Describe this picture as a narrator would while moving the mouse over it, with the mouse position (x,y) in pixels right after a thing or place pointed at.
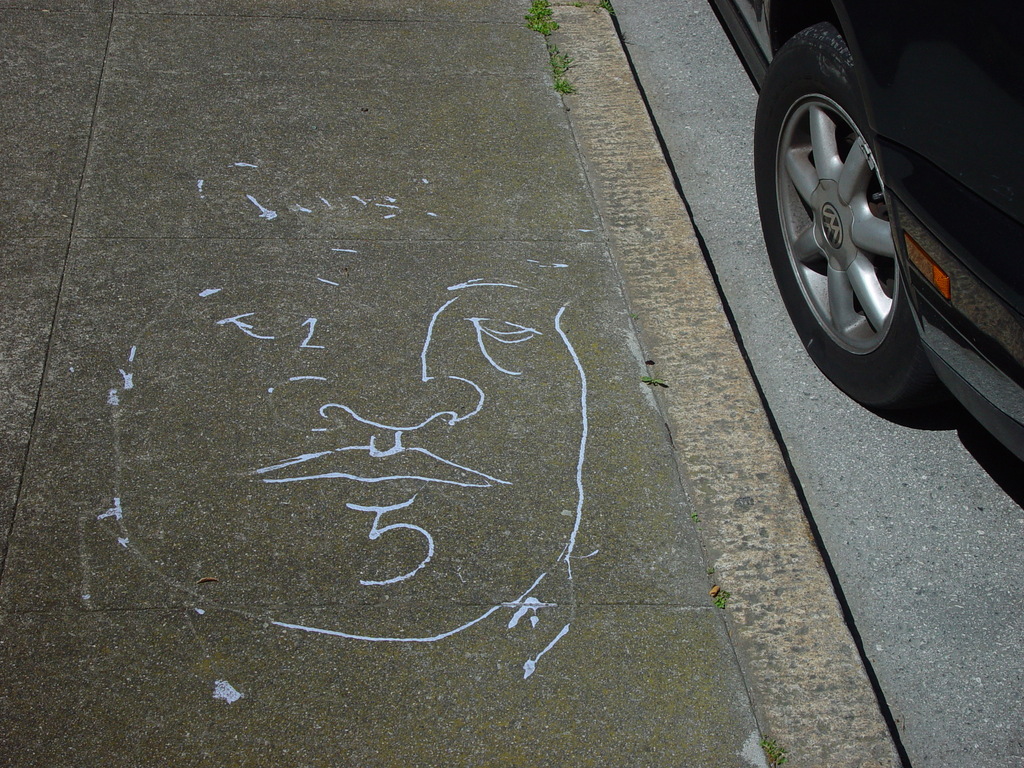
In this image I can see the vehicle (884,191) in black color. In the background (567,79) I can see few small plants (557,57) in green color.
